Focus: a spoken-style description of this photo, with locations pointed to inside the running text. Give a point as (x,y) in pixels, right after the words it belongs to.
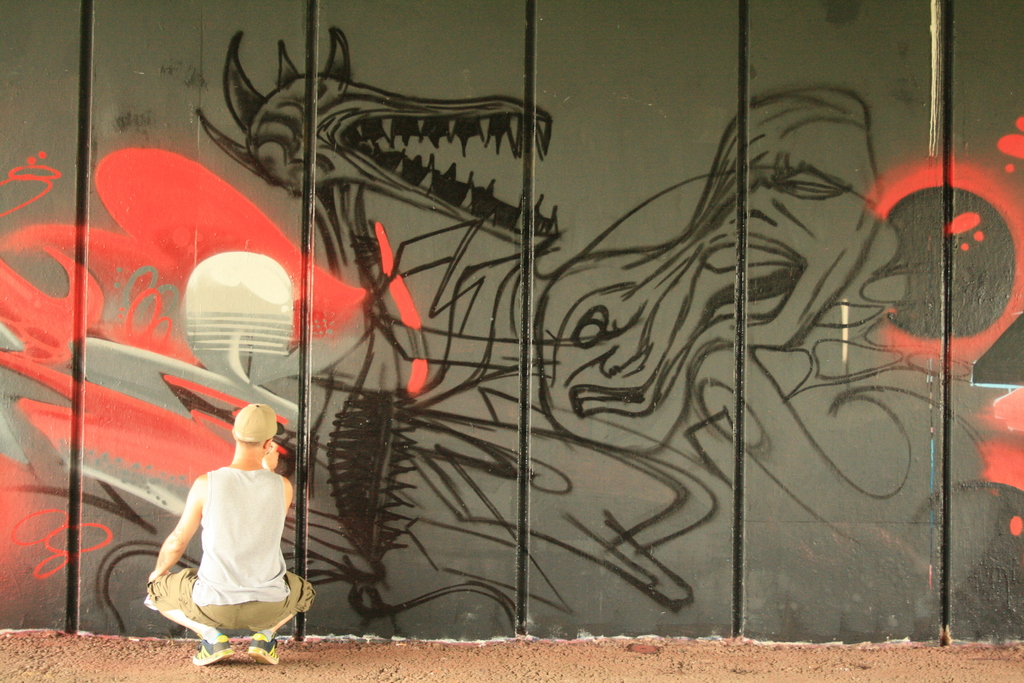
This picture seems to be clicked outside. On the left (234,479) there is a person (256,513) wearing white color t-shirt (263,508), squatting on the ground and seems to be drawing something on the wall (321,429). In the background (735,40) there is a wall (696,45) on which we can see the drawing (872,300) of some creatures (420,273).
